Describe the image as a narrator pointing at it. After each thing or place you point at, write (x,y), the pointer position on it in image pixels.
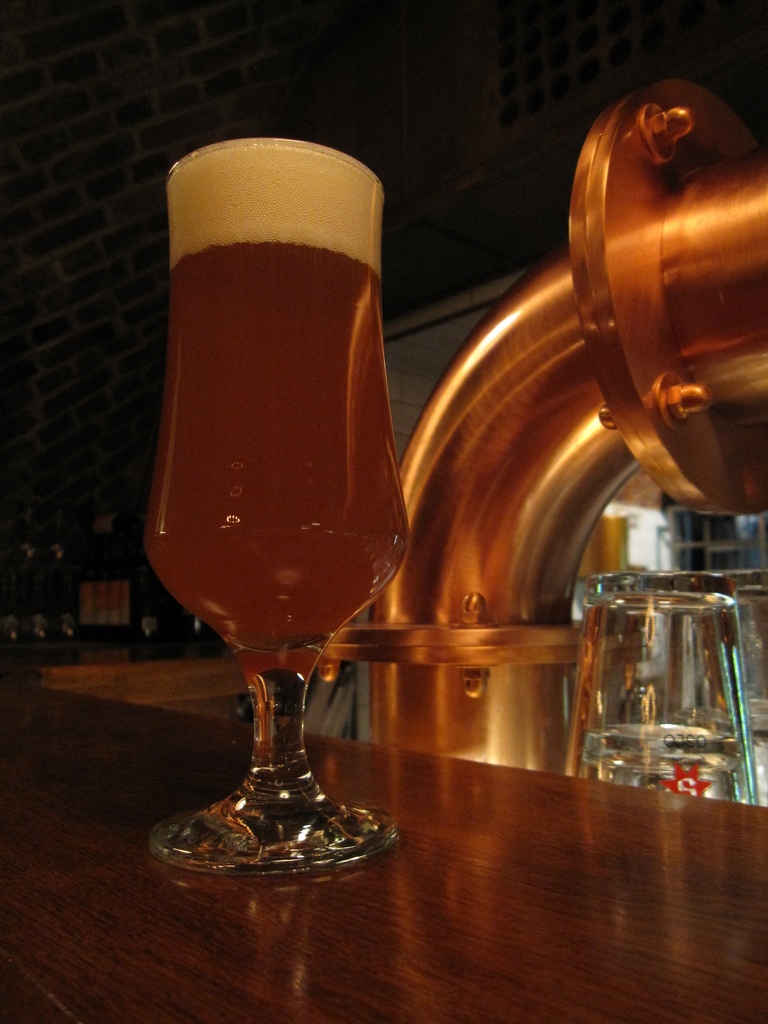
This picture shows a wine glass (388,511) on the table (246,739).
